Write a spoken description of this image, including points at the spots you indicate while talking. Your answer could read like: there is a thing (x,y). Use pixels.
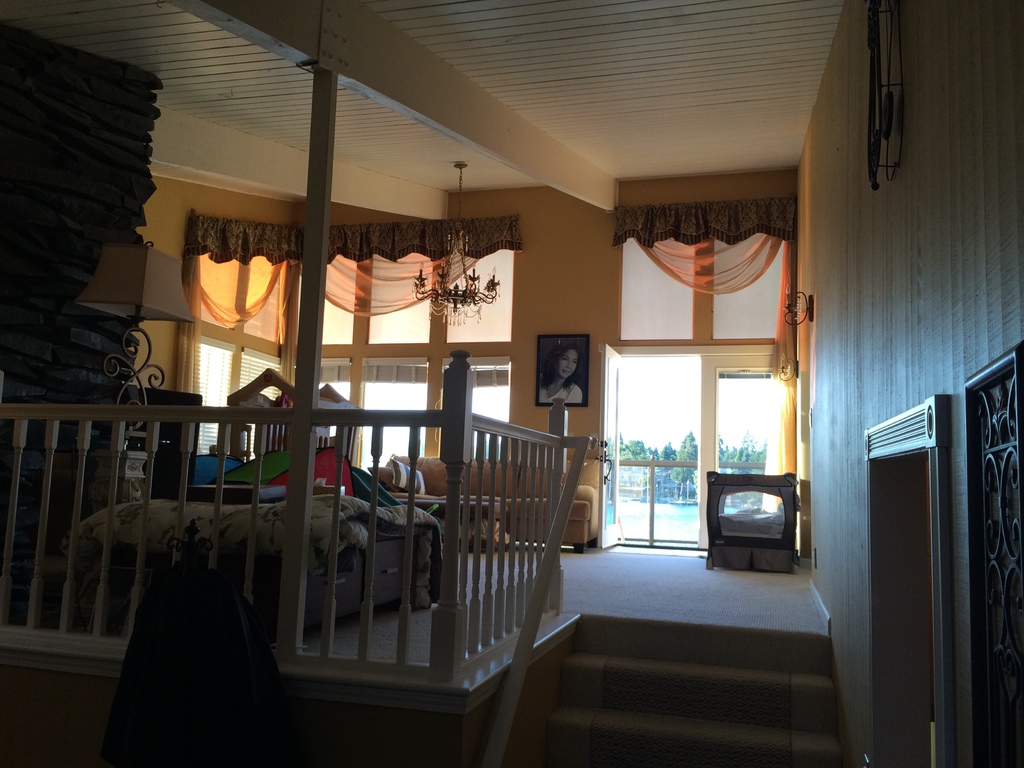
In this picture there is a view of the room (555,579). In the front (241,579) there is a sofa (537,485) and bed (308,598). On the front (441,611) bottom side we can see the white color steps railing (553,440). In the background (545,338) we can see the Hanging photograph (556,351) on the wall (494,356) and big glass door (685,411) and windows (459,328). On the top ceiling (480,180) there is a hanging chandelier (453,307). On the right corner (959,141) wooden wall (859,304) and some steps (711,647).
